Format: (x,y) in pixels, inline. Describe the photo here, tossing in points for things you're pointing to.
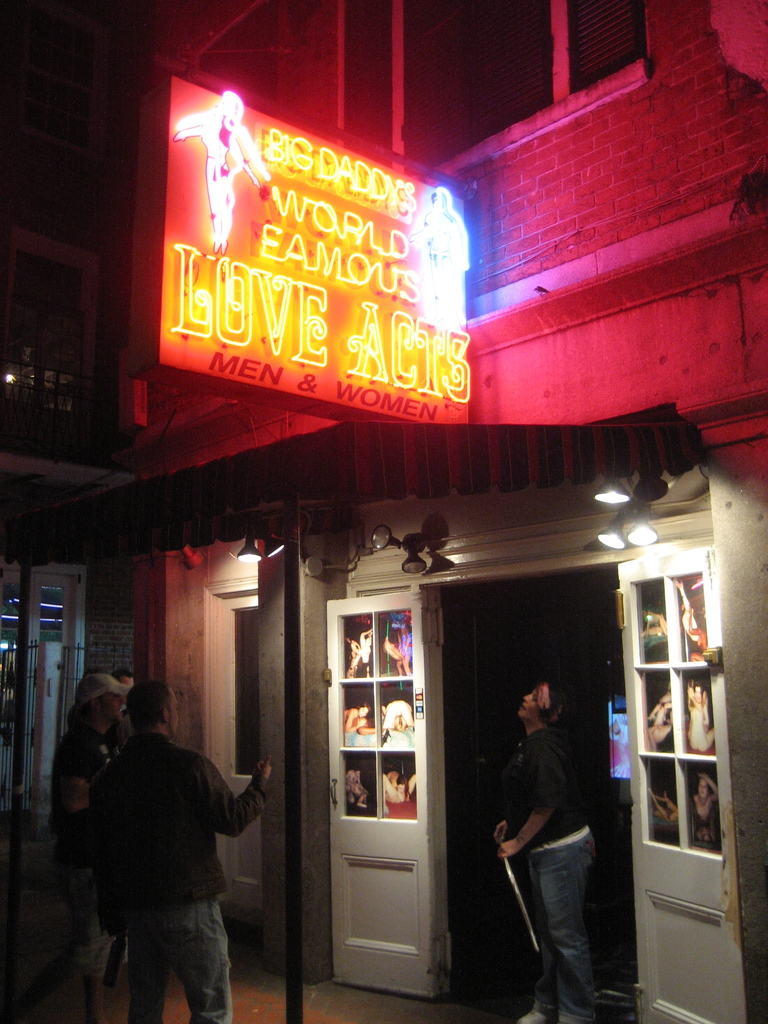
Here in this picture we can see a building (523,372) present over there and we can see some people (127,740) standing on the ground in front of the building (463,843) and we can see doors (413,726) of it and we can see lights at the top of it and in the middle (339,348) we can see a hoarding (300,309) with different colored lights (314,323) present over there and we can also see windows (423,31) present over there.
